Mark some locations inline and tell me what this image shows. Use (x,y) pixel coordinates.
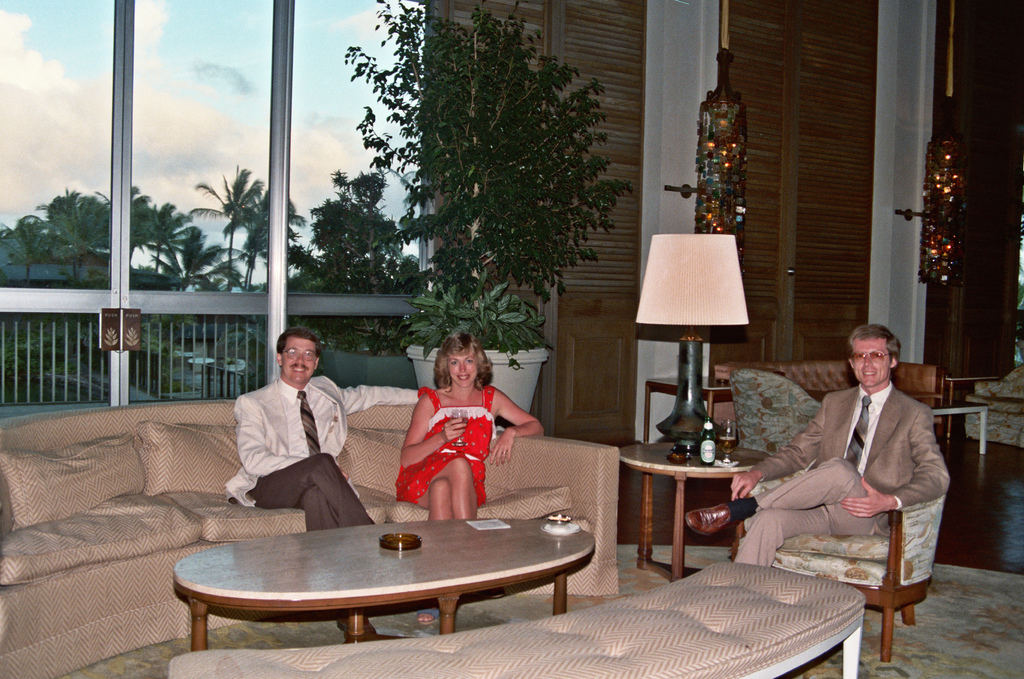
On the background (372,155) we can see window (297,218). Through window glass (238,216) we can see sky (229,81) with clouds (246,146), trees (323,240). Here we can see a huge house plant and a table lamp (717,243) on the table (678,554), a bottle (709,429) and glass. we can see three persons (889,475) sitting on sofa (510,478) and chairs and they hold a smile on their faces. This is a floor (954,635). Here we can see a table (485,580).
